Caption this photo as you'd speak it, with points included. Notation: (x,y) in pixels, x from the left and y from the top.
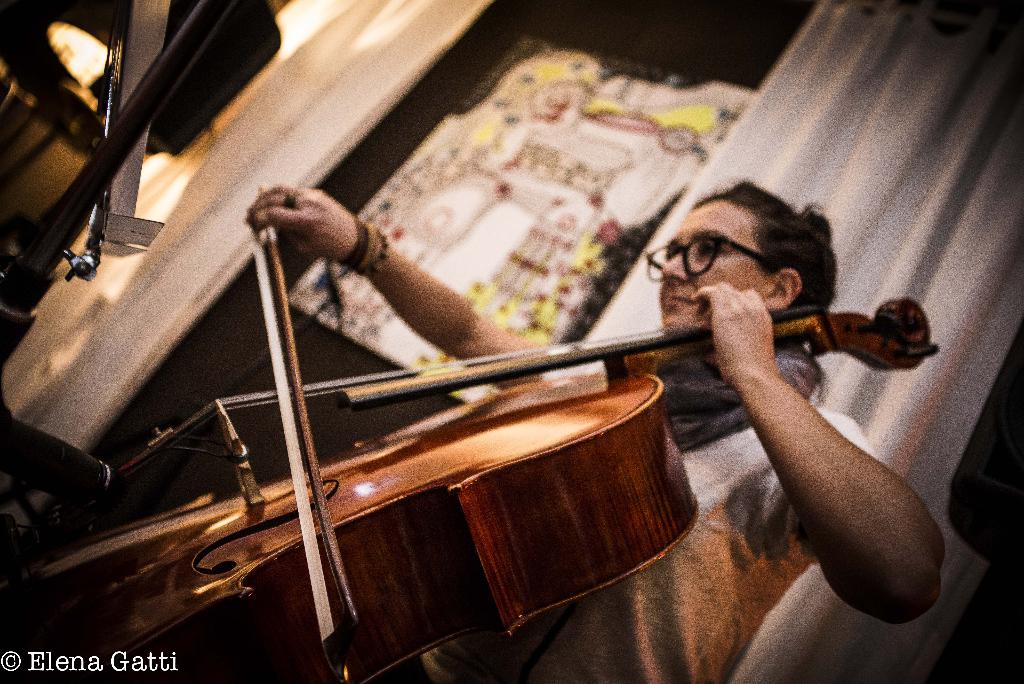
In this image i can see a woman (705,466) playing cello (554,490), woman (698,502) wearing white shirt (744,525) at the back ground (828,202) i can see a white curtain (896,114), and some musical instrument (66,135).
